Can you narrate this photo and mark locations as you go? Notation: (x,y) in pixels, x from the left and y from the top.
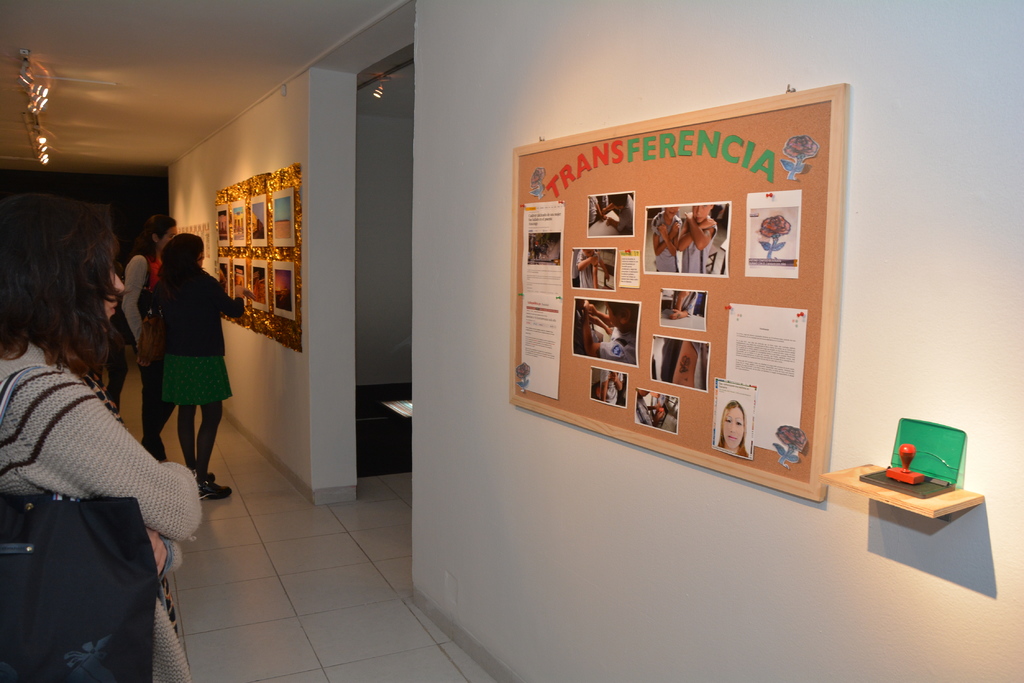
In the foreground of this image (696,455), on the right (710,362), there is a board (705,336) and on the stand (939,501), there is a stamp pad (938,440) and a stamp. On the left (111,447), there is a woman (45,452) wearing a bag (59,554). In the background (403,144), there is an entrance (388,162), few posters (266,243) on the wall (242,333), women (216,365) standing on the floor (225,452) and the lights (44,105) to the ceiling (59,121).
